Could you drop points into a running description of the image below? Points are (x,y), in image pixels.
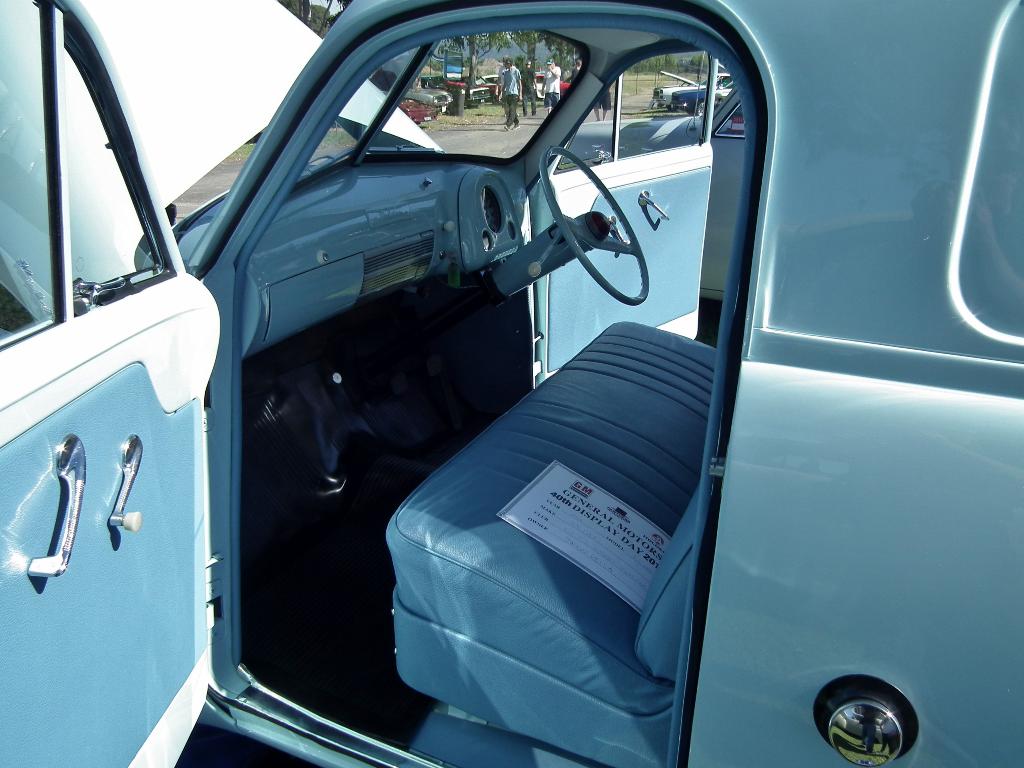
In this image I can see a vehicle (833,549) in blue color. Background (486,47) I can see few vehicles (682,110) and few other persons (545,94) walking and trees (504,43) in green color.
